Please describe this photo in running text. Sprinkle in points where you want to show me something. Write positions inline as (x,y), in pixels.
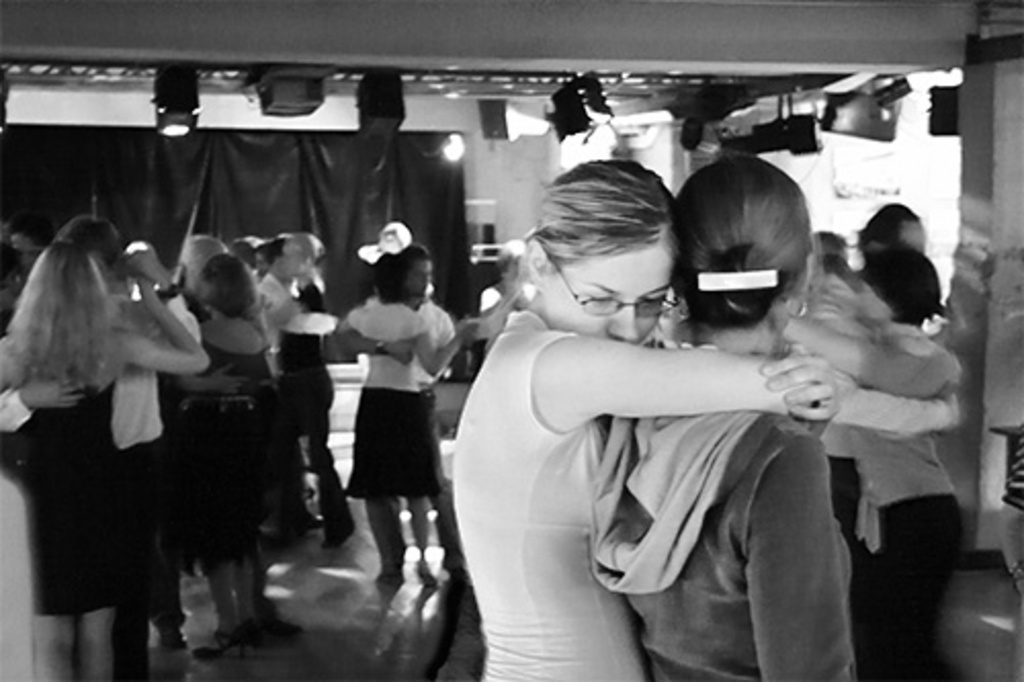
As we can see in the image there are few people (372,515) here and there, cloth (455,250), lights (512,114) and a white color wall (519,219).
